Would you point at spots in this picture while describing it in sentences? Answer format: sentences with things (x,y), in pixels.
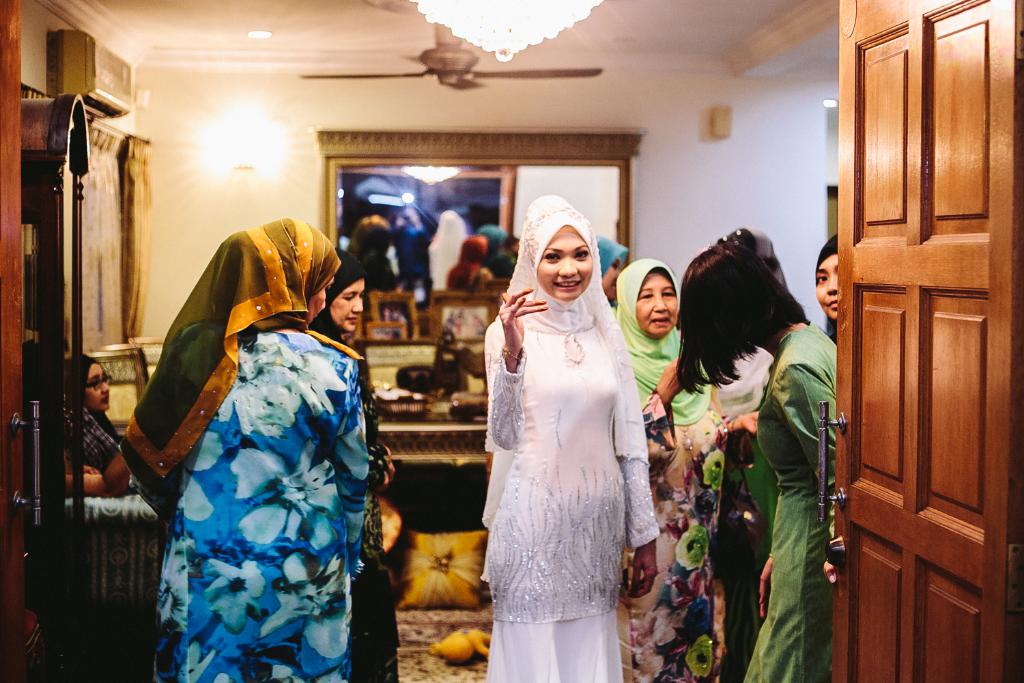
This image is taken indoors. In the background (251,121) there is a wall (710,192). There is a mirror (449,206) on the wall (679,178). At the top of the image (392,11) there is a ceiling (276,24) with a few lights (260,31), a fan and a chandelier (501,31). On the left side of the image (71,70) there is an air conditioner (99,79) on the wall (135,69) and there is a curtain (98,268). There is a door (21,430) and a woman (103,476) is sitting on the couch (117,497). On the right side of the image (897,209) there is a door (919,483). In the middle of the image (538,250) a few women (509,428) are standing on the floor (445,663) and there is a table (440,452) with a few things (414,367) on it.
